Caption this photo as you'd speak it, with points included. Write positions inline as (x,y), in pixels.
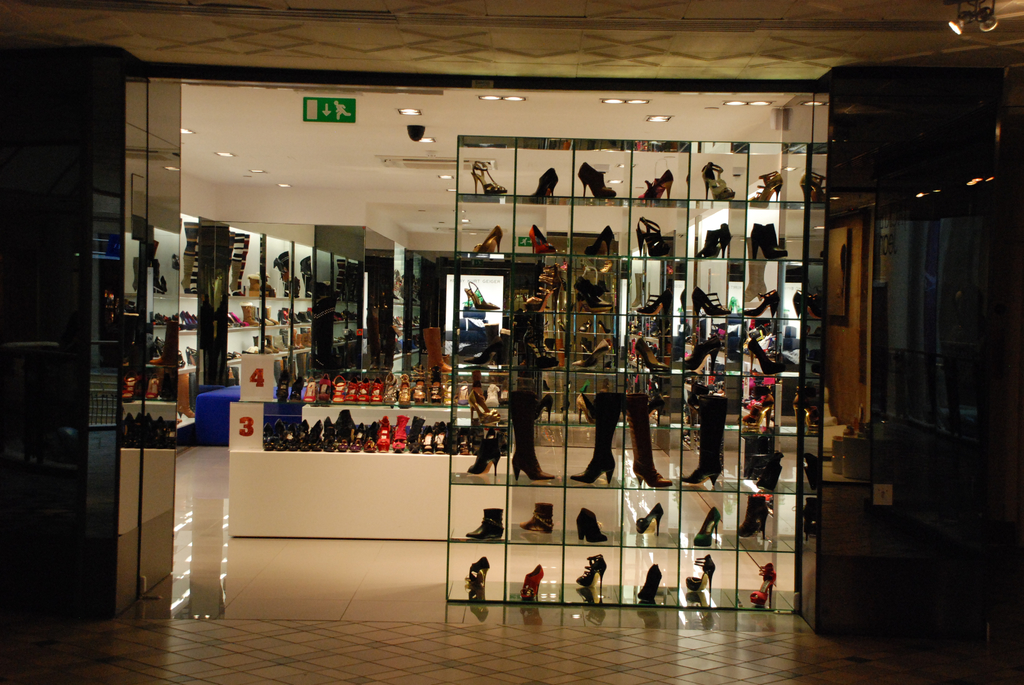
In this picture, we see many shoes (518,466) are displayed. Behind that, we see a white table (347,464) on which shoes (338,421) and sandals (359,447) are displayed. On the left side (156,385), we see a wall (112,409). At the top of the picture (261,117), we see the ceiling (381,178) of the room (262,190). This picture is clicked in the footwear store (412,348).
